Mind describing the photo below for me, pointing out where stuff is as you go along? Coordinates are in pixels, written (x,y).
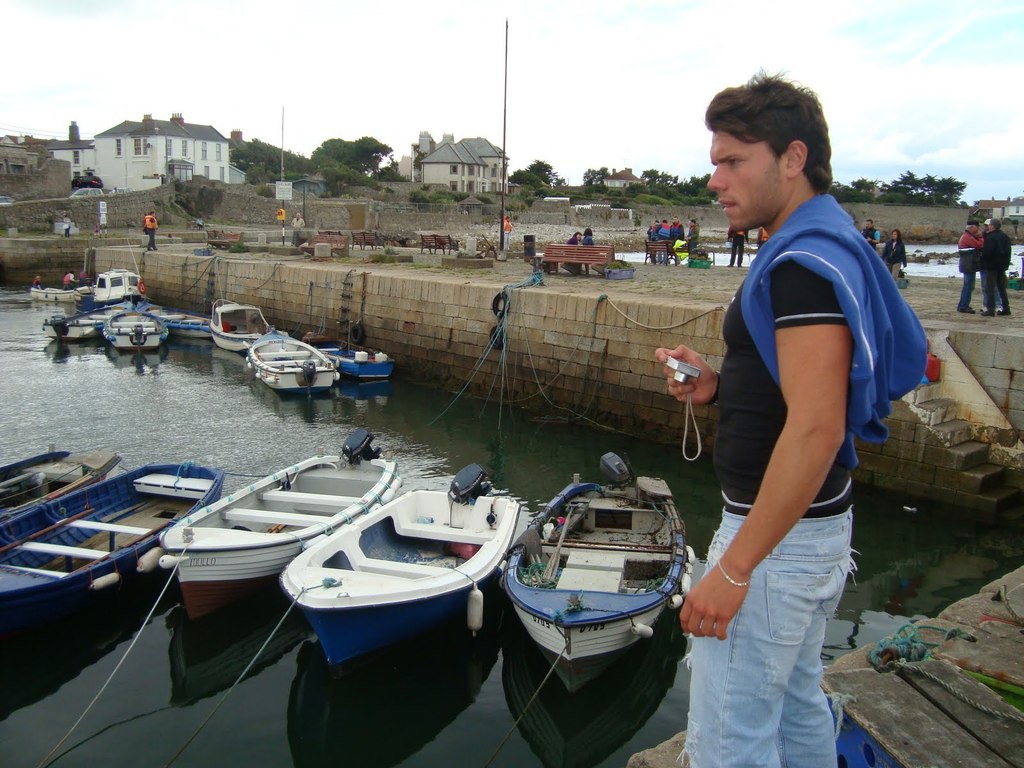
In this image we can see a person (725,465) holding a camera (684,374). There is water (204,361). On the water (159,353) there are many boats (580,564). And the boats (591,574) are tied with ropes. And there is a wall (561,291) with steps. There are many people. And there are benches (377,249). In the background (161,180) there are buildings (164,163) with windows (454,166). Also there are trees (694,188). And there is sky (402,40) with clouds (270,34).
